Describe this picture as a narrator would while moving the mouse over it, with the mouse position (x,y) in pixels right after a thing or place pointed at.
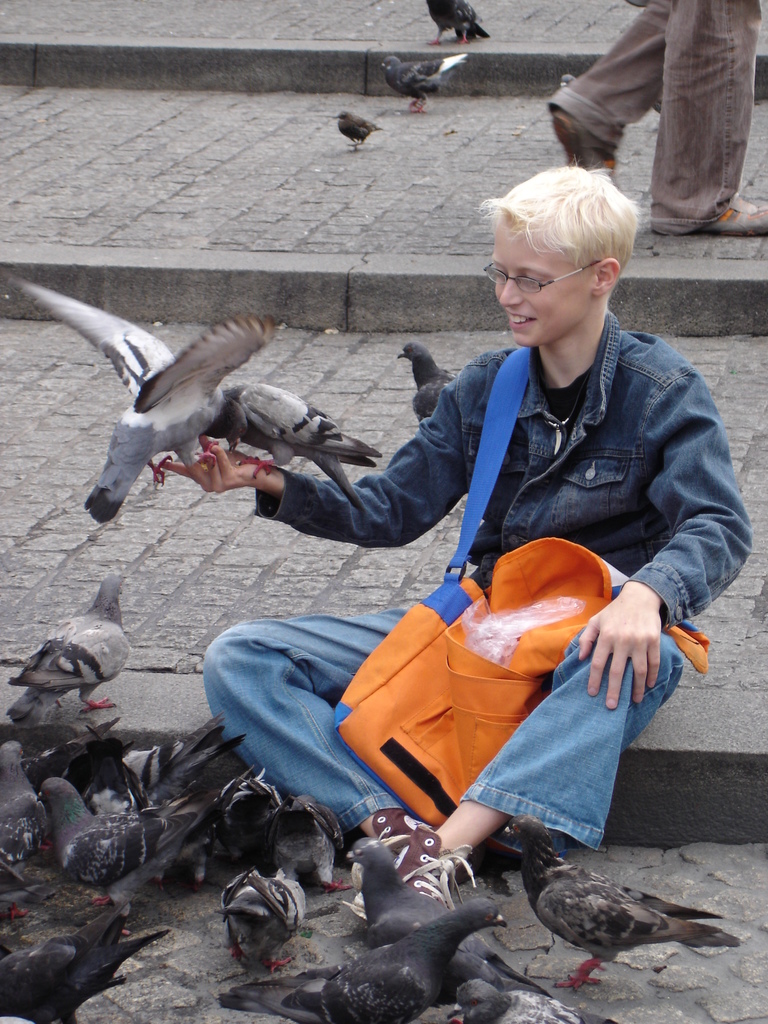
In this image there is a man (244,477) sitting on a floor (695,748), in front of him there are pigeon (184,839) and two pigeons (172,439) are standing on his hand (250,469), in the background (371,240) there is a path (309,212), on that path (526,113) there is a man (638,107) walking and there are pigeons (406,84).
